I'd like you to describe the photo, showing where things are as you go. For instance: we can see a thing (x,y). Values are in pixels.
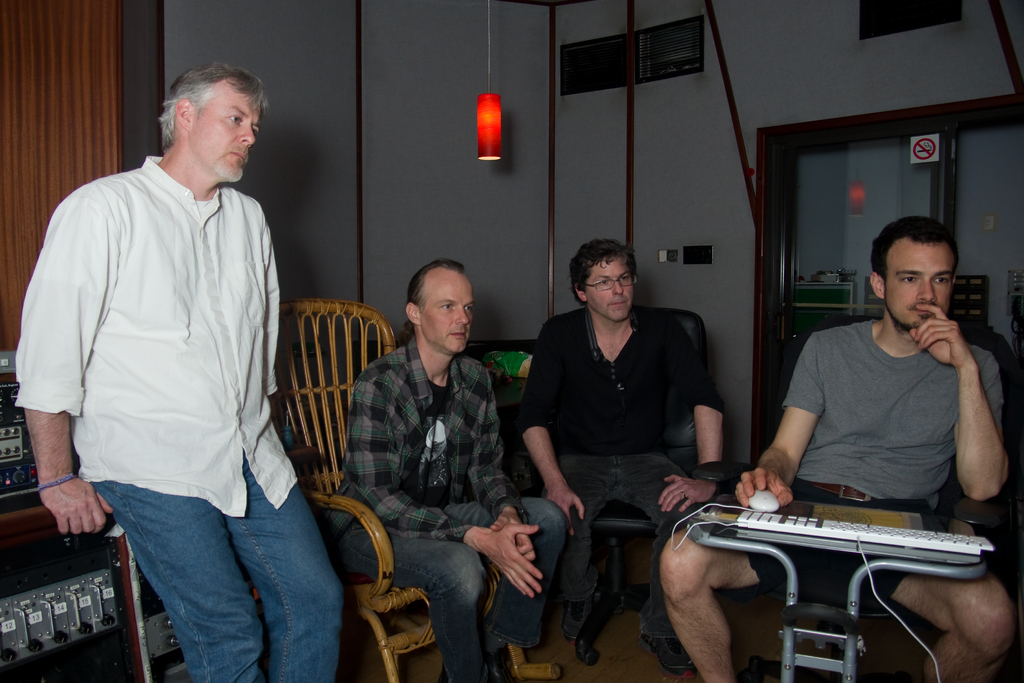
In this image there are four people (576,507), in them one is standing and other one is sitting in front of the table (776,536). On the table (716,529) there is a keyboard (803,532) and a mouse (767,499). On the left side of the image (51,599) there are few equipments (45,609). In the background (566,163) there is a wall (679,162) and a cupboard (776,173) with some stuff (838,270) in it and there is a lamp (494,117).
